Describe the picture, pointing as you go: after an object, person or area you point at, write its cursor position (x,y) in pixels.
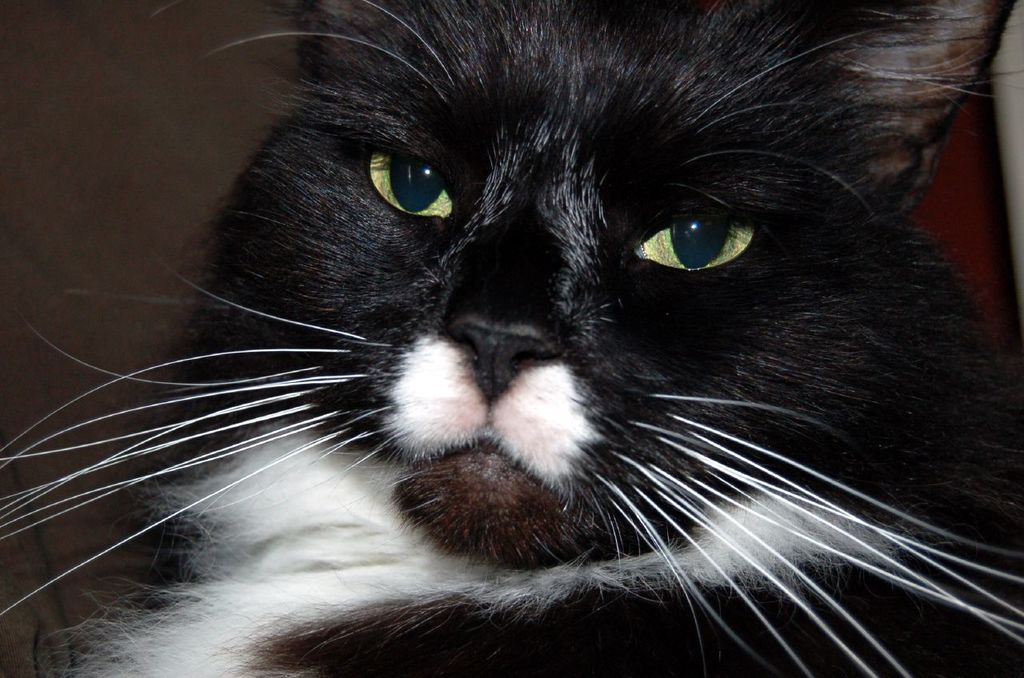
This image consists of a cat (539,398). It is in black color. It has eyes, nose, mouth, whisker (157,474).
